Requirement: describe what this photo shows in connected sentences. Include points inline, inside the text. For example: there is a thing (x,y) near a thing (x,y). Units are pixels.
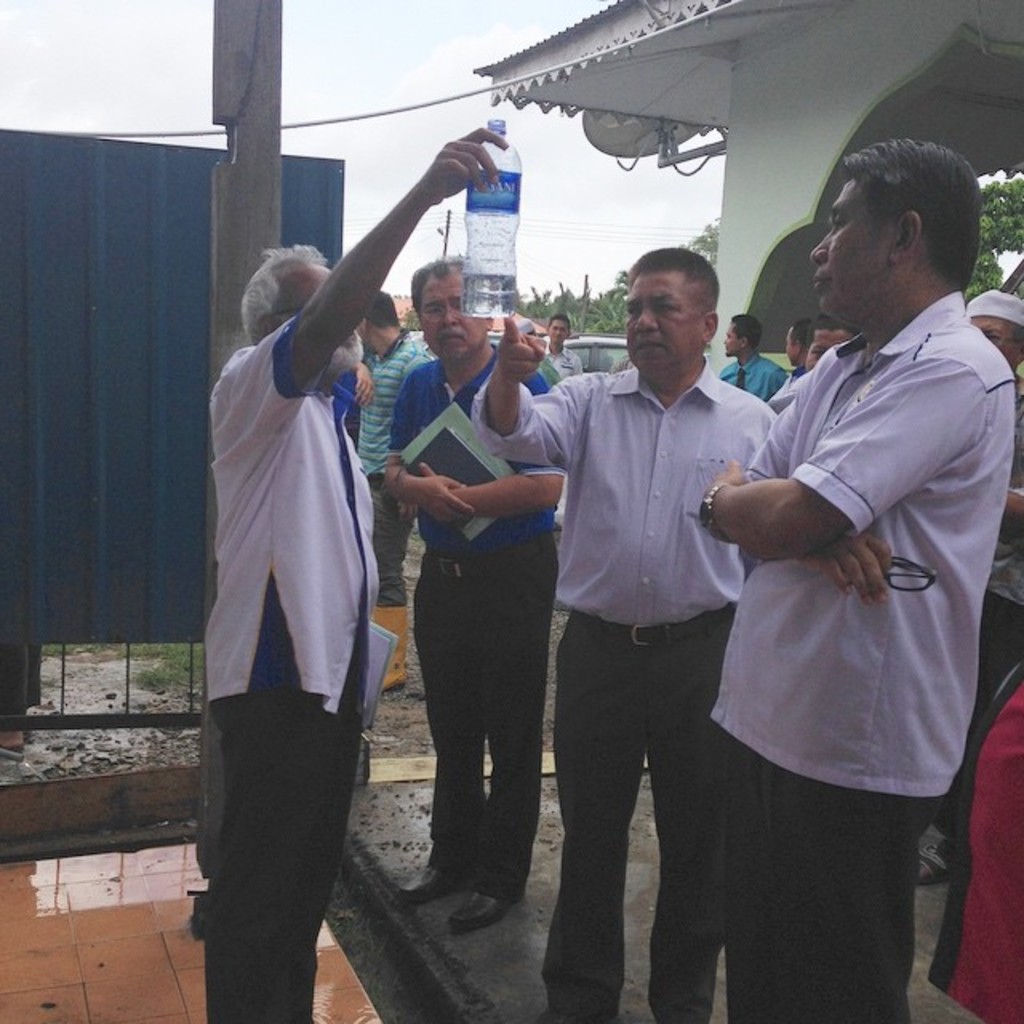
There are few men (629,513) are standing and looking at the bottle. Behind them there are trees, dish TV (651,124) hanging on the wall (793,177), pole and sky (560,170) and vehicles (594,368).
